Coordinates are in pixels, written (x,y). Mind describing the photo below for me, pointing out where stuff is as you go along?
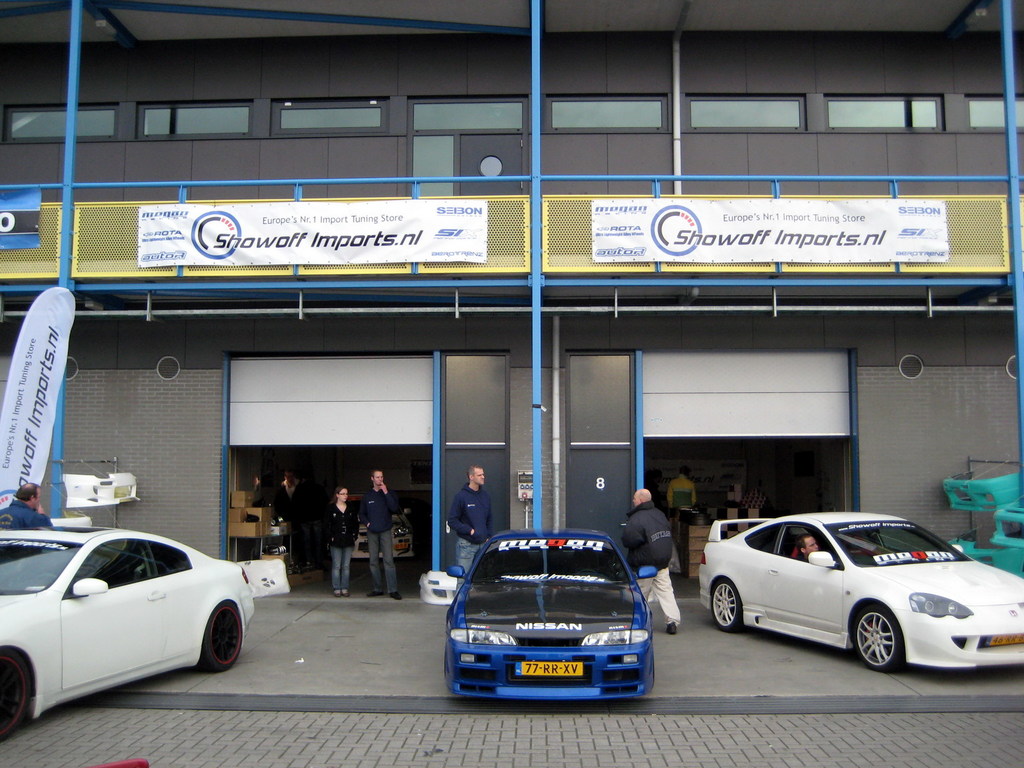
In this image there are three racing cars (603,649) on the floor (746,715). In the background (663,523) there are few people (385,507) standing on the floor (360,562). In the background (349,115) there is a building (631,141) to which there are banners (823,238).
